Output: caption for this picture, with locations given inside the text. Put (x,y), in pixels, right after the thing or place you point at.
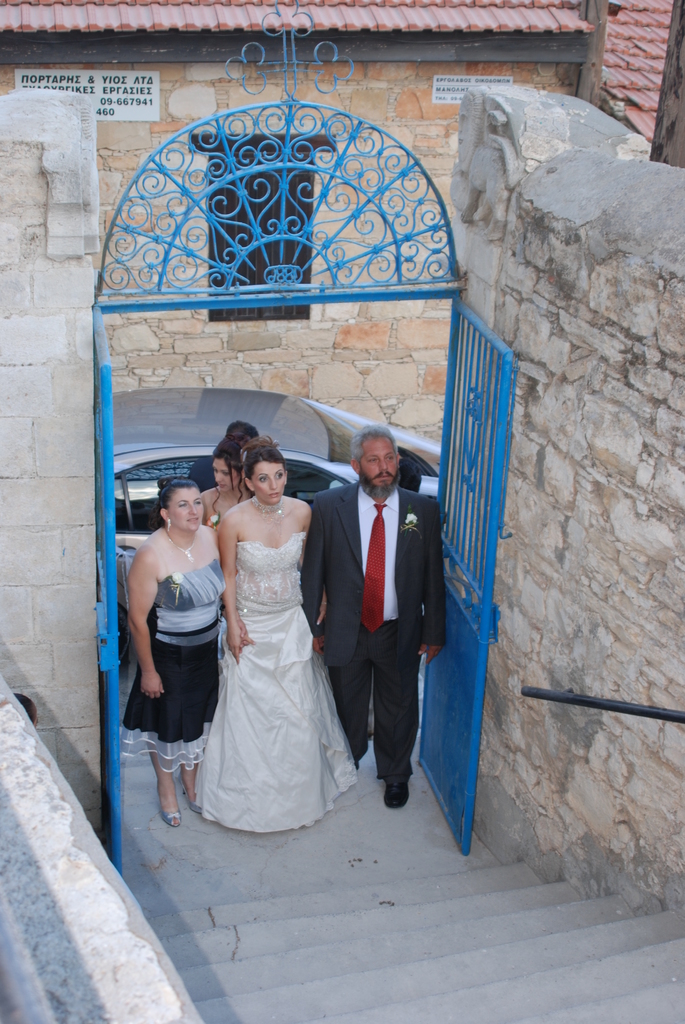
In the picture we can see a man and a woman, a man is wearing a blazer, tie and shirt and a woman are wearing a white dress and besides, we can see some people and a car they are coming into the gate (110,549) which is blue in color and steps (510,985) near and to the sides we can see a wall (675,624) and in the background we can see a house (117,55) with a window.
